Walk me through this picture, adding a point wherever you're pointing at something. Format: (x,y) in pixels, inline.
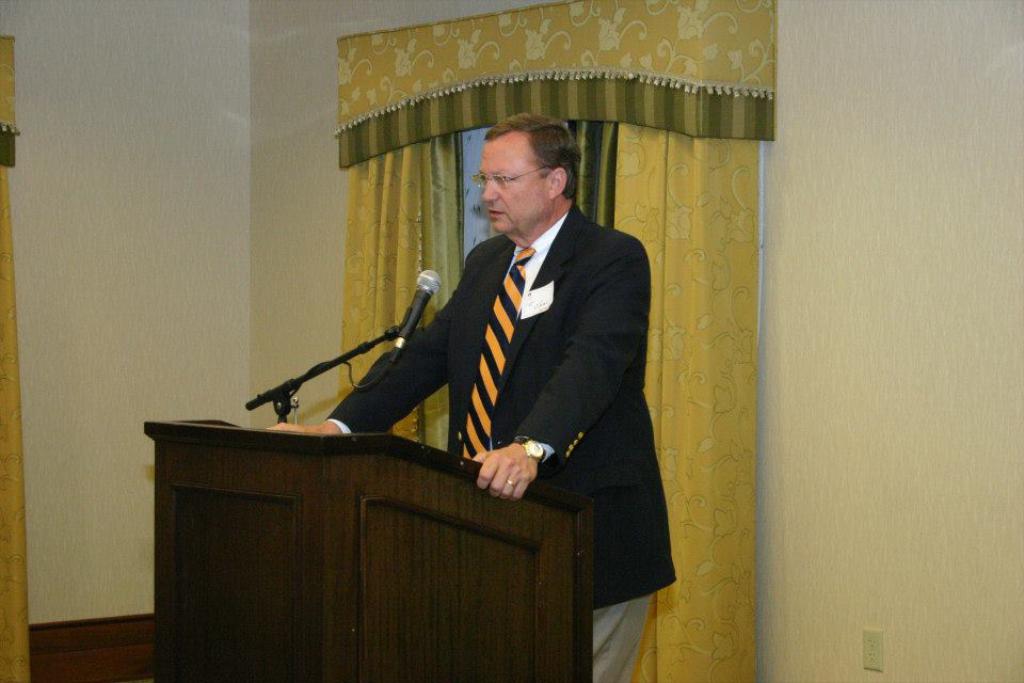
In this image there is a man (496,358) standing. In front (311,517) him there is a wooden podium (293,514). There is a microphone (432,288) on the podium (295,541). Behind him there is a wall (916,295). There are curtains (501,73) to the windows (469,174).
